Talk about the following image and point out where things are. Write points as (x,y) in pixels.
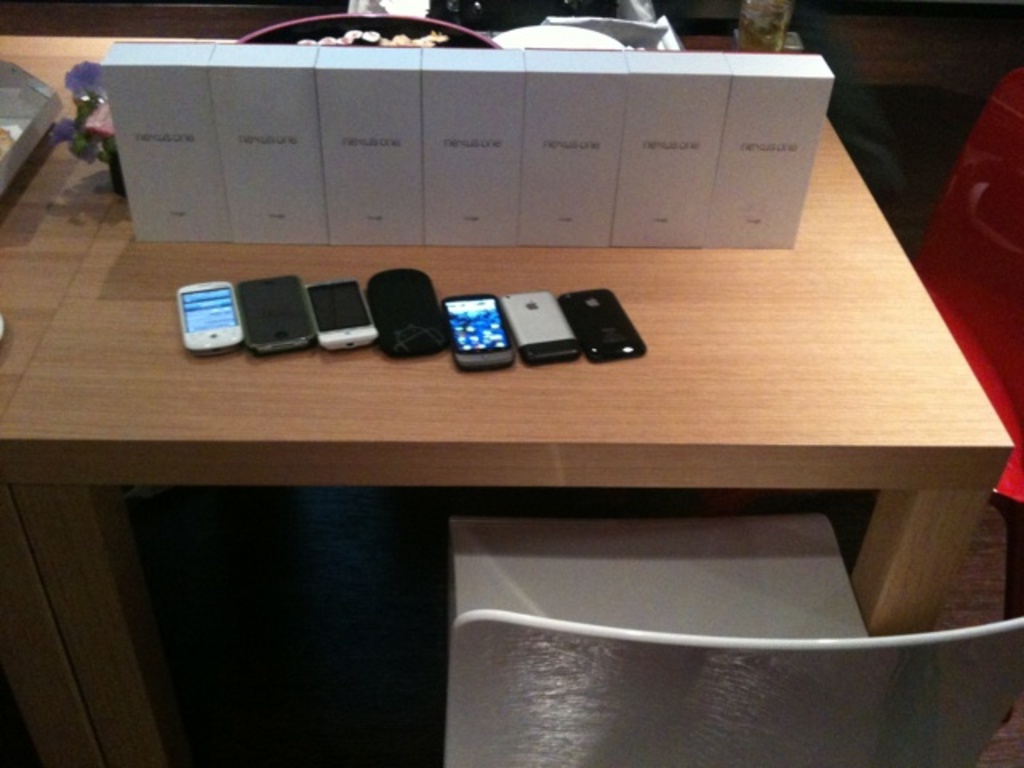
In this image we can see a table (542,421) on which some cell phones (415,344) are kept. In the foreground of the image (593,658) we can see a chair (785,640). On the top (699,92) of the image we can see an object (487,120) which is in boxes (593,185).
